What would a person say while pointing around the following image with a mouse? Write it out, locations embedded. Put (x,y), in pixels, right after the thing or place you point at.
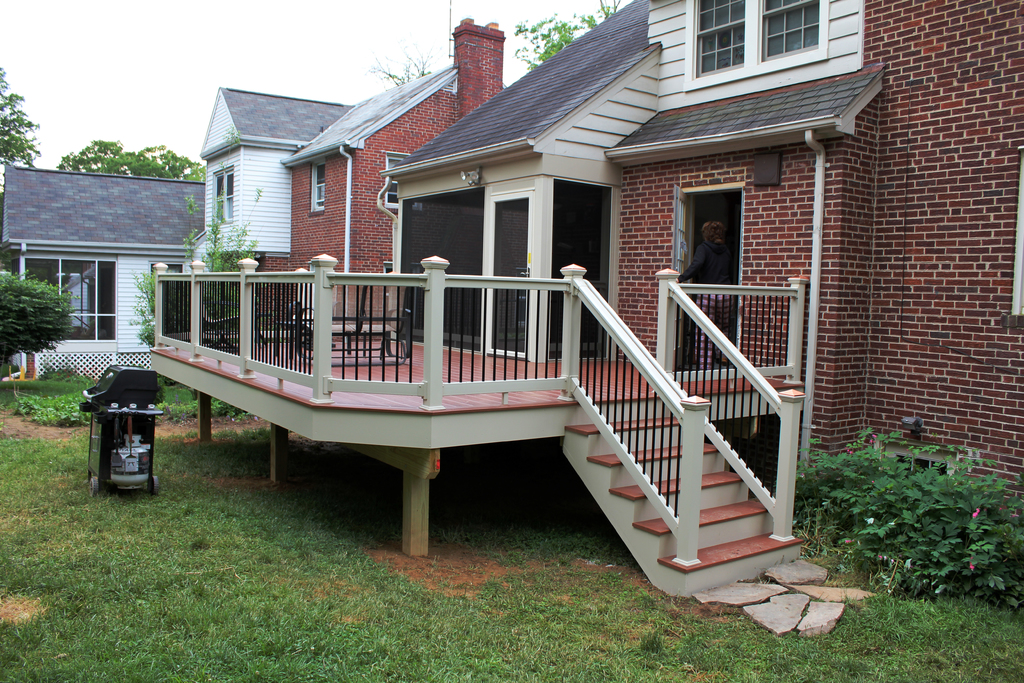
In this picture we can see houses (650,278), person (716,281), grass (147,598), plant (66,377), grill (119,422).
